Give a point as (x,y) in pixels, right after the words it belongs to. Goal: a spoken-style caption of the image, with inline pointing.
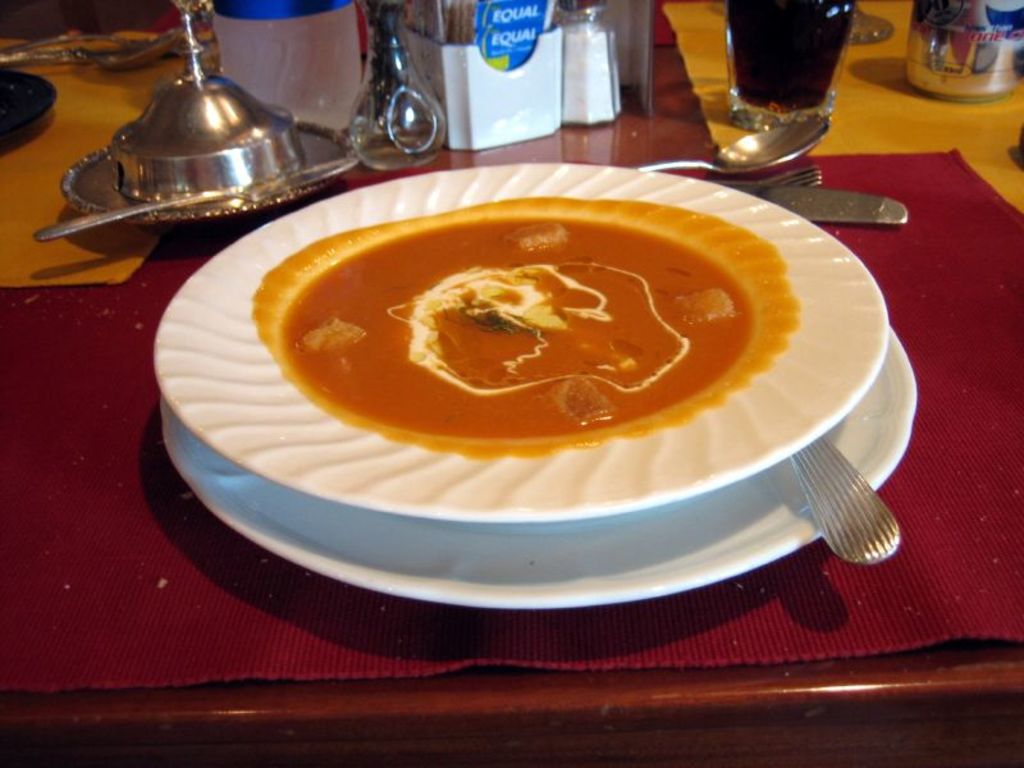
In the picture I can see some food item (490,348) is placed on the white color plate (472,493), here we can see spoons (851,536), forks (783,181), knives (809,202) and a few more objects (516,105) are placed on the table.
